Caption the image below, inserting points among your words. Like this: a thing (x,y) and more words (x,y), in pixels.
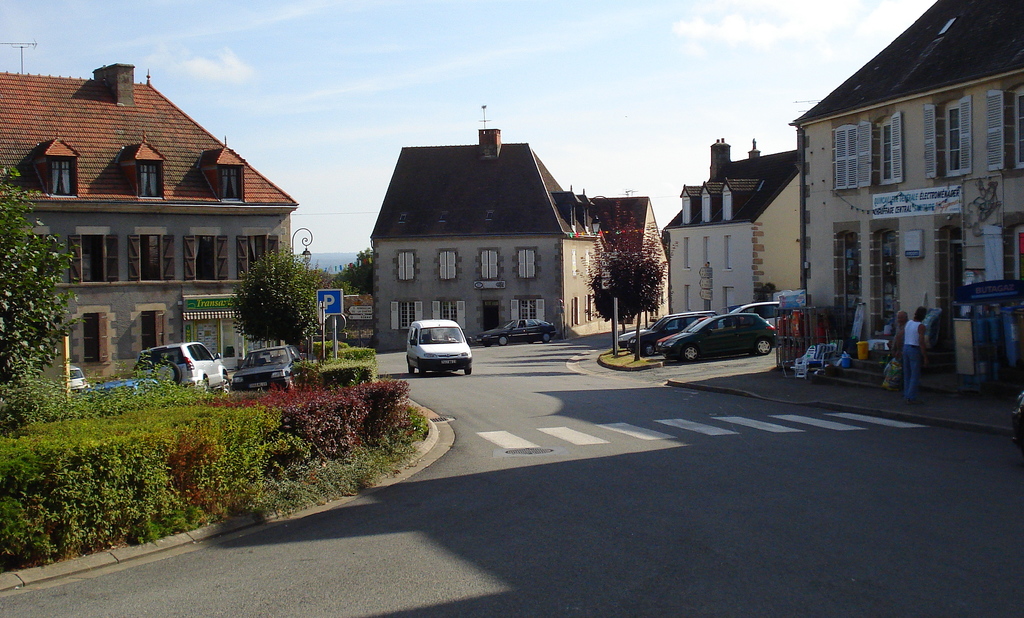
In this image we can see buildings (557,268), windows (257,257), there are plants (317,373), trees (19,260), there are poles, lights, there are two persons (916,348), some objects (843,361) on the pavement (740,384), there are vehicles (763,349) on the road (467,413), also we can see the sky (515,53).
